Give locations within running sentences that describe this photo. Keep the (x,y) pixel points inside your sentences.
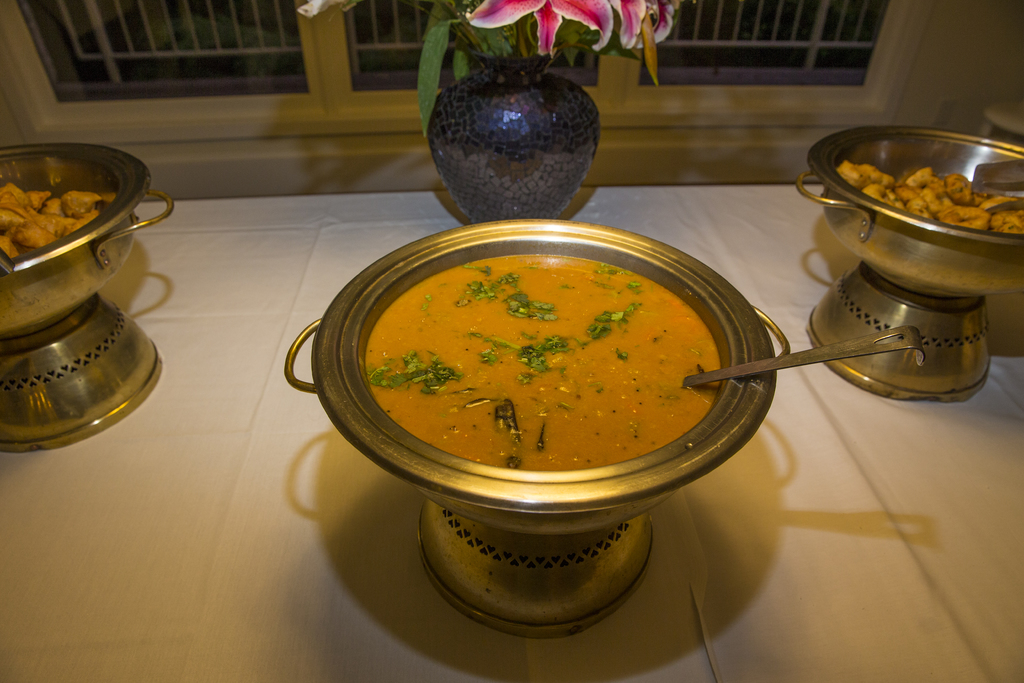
In this image there are vessels (500,494) on the table (204,544) having flower vase (476,136). The vessels (384,453) are having some food (680,344). Middle of the image (607,354) there is a vessel (730,357) having some food (473,428) and a spoon (789,363). Background (122,30) there is a wall (791,156) having windows (283,62).
